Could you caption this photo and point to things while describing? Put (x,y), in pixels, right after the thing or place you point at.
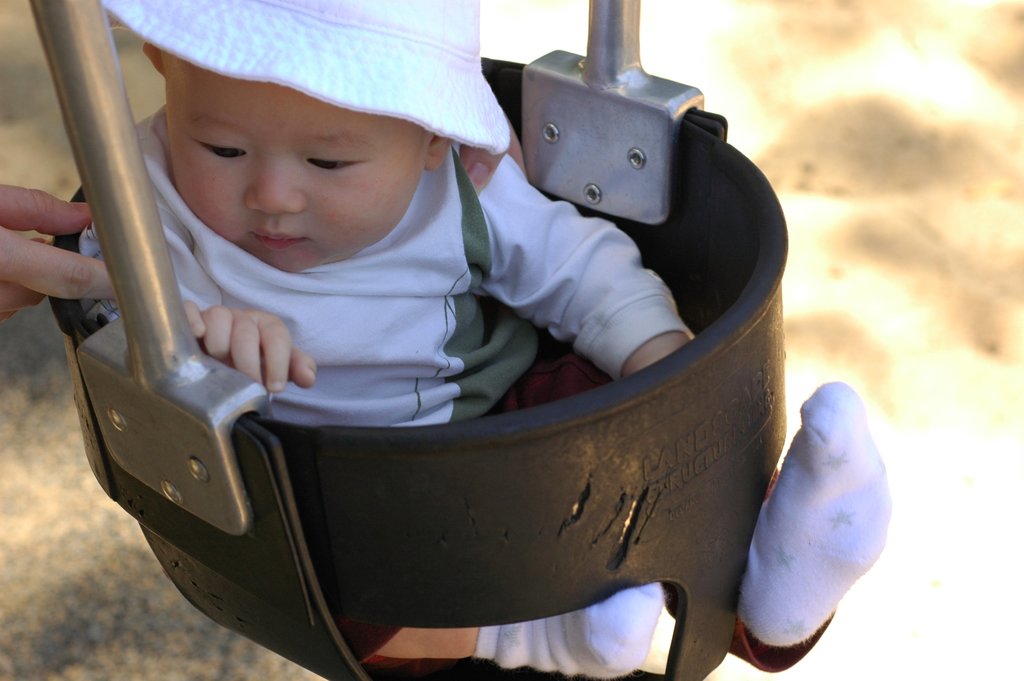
In this picture there is a boy (210,164) who is wearing hat (413,84), t-shirt (436,244), short (564,394) and socks (836,471). He is sitting on the basket (614,456). On the left (38,301) we can see the person's hand (23,271).
